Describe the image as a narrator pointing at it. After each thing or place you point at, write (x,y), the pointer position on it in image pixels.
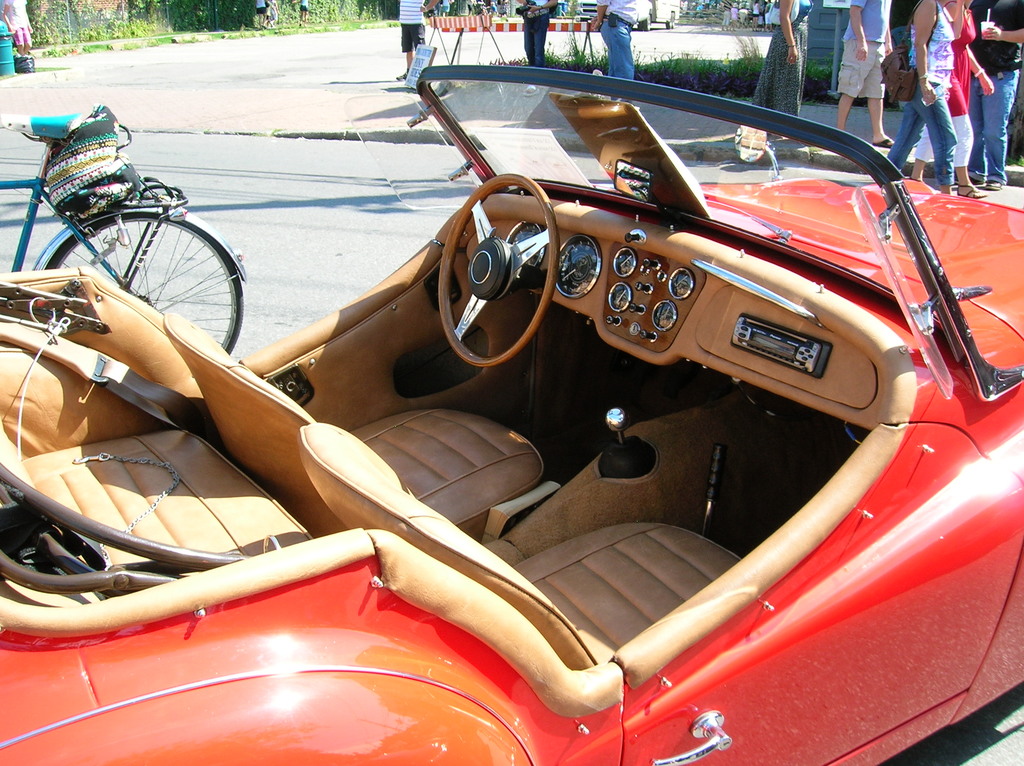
This is a red color convertible car (709,530). There is a bicycle (21,248) behind it which has a bag (95,182) on it. People (945,59) are present at the back (531,38) and there is grass (224,32).
